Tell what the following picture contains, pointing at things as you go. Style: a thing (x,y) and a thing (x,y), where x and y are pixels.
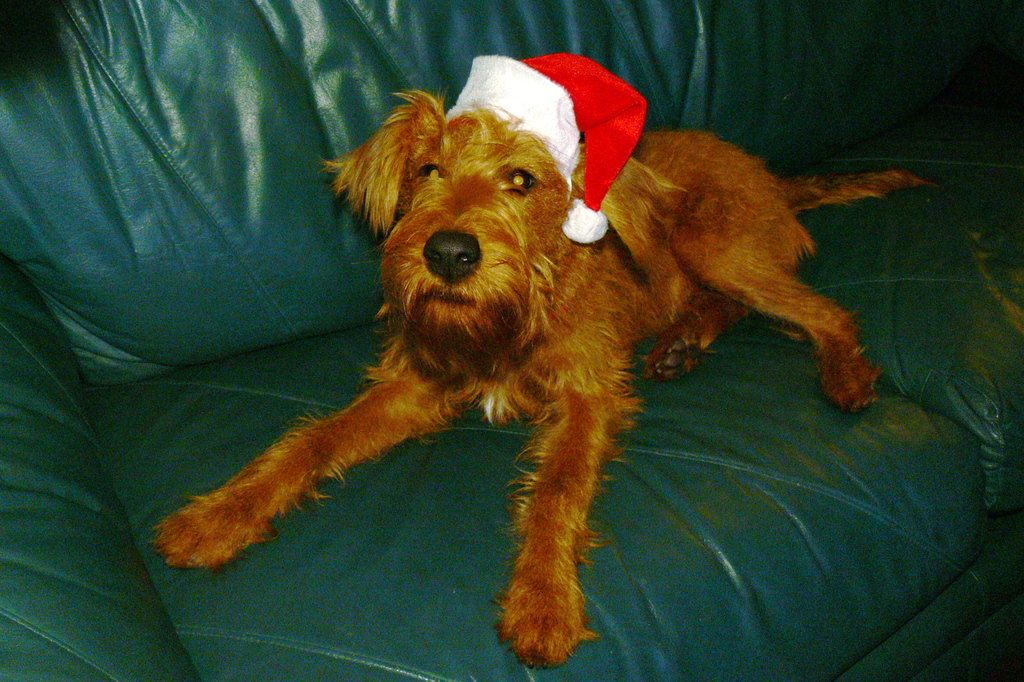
The picture consists of a green colored couch (904,494), on the couch (730,132) there is a brown dog (457,145). There is a hat (602,145) on the dog (480,270).
